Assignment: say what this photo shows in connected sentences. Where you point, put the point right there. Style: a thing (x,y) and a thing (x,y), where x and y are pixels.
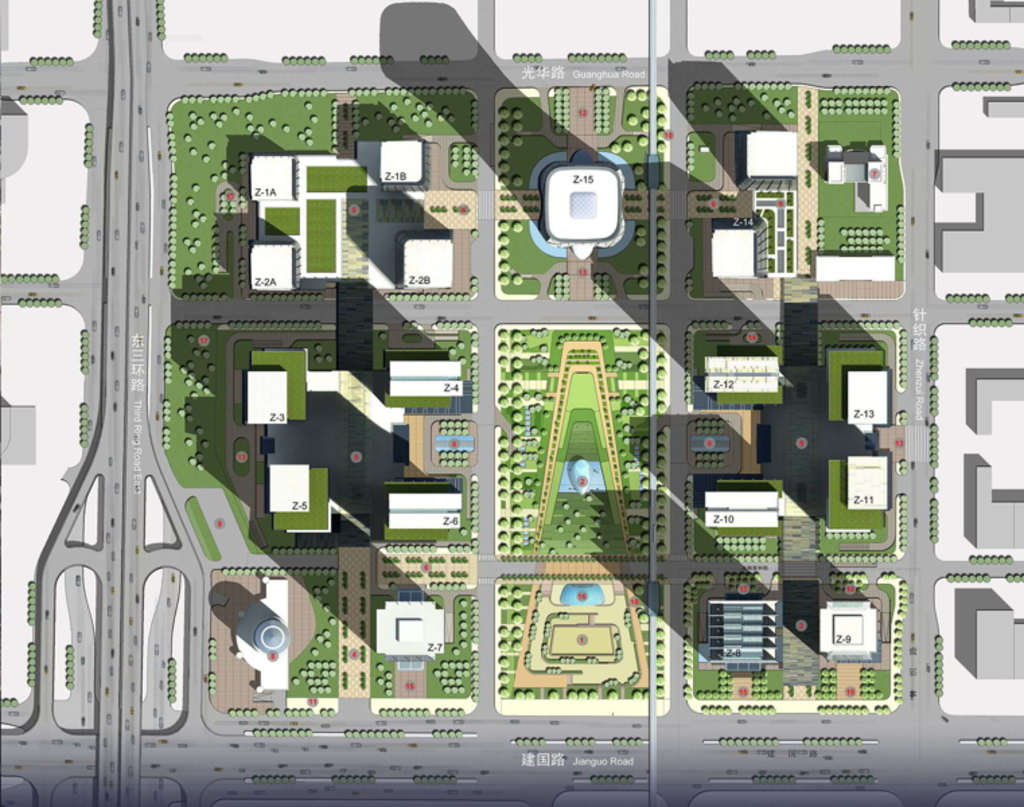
This is an animated image. In this image we can see buildings (408,373), roads (685,285) and plants (713,675).
